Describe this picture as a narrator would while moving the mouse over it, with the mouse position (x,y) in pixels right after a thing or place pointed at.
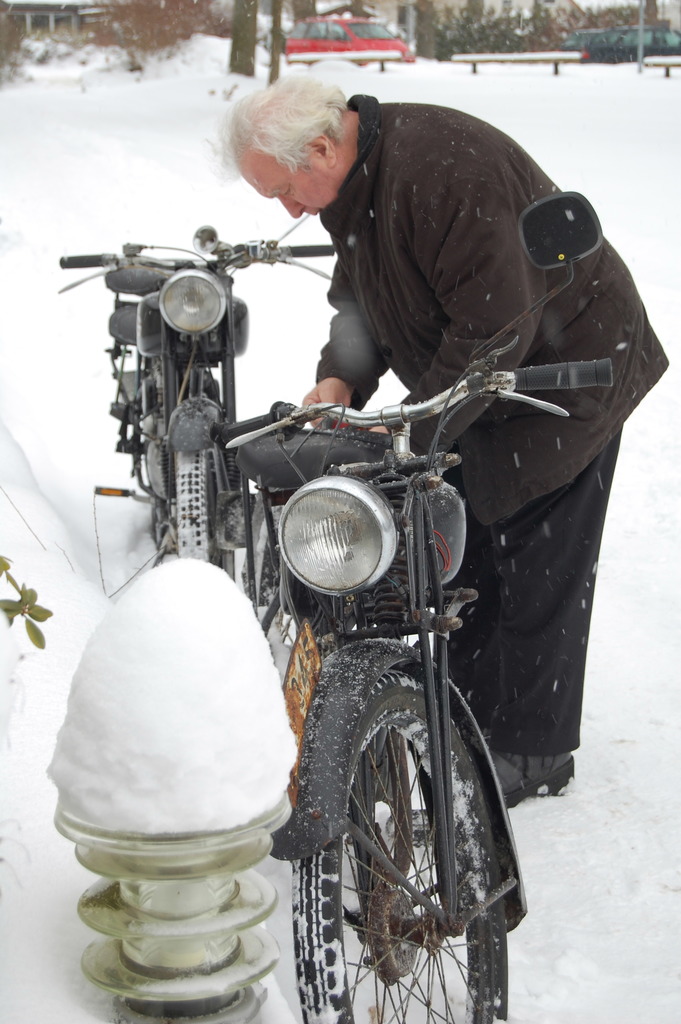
In this picture there is snow (591,806) everywhere. In the foreground of the picture (218,466) there are motorbikes (439,501), light (159,898), a person (453,376) wearing a thick jacket (462,339) and plant (31,622). In the background (291,48) there are cars (368,41), trees (158,36), railing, buildings (397,10).
